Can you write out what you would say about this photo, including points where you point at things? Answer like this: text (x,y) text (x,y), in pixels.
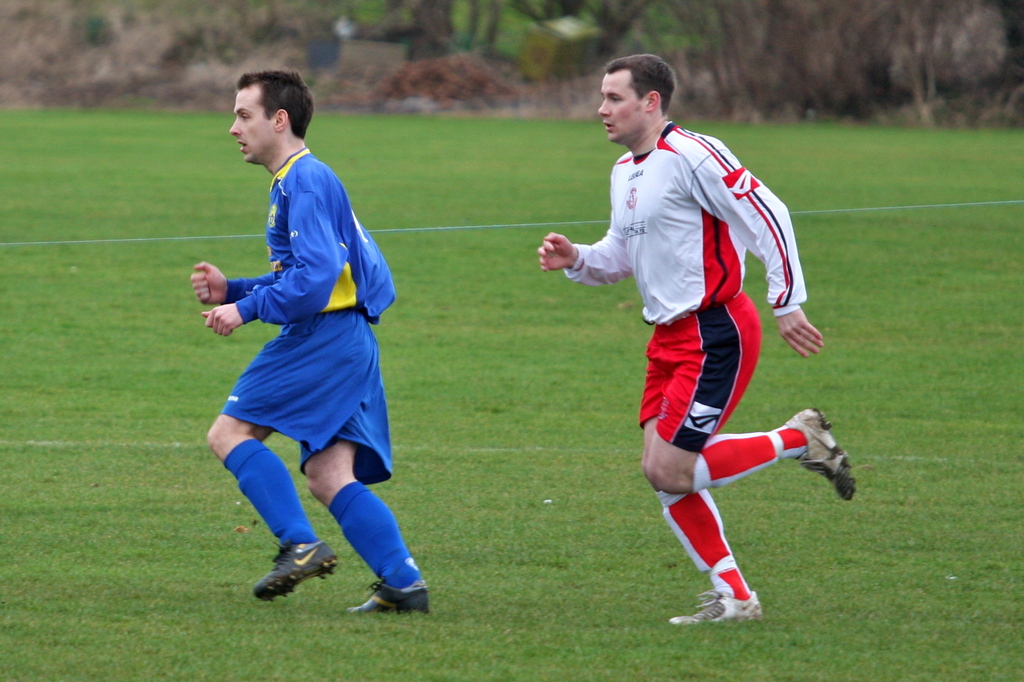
In this image, we can see two men (273,480) are running on the grass (504,545). In the background (995,60), there is a blur view. At the top of the image (723,63), we can see plants (725,49) and few objects (400,68).
